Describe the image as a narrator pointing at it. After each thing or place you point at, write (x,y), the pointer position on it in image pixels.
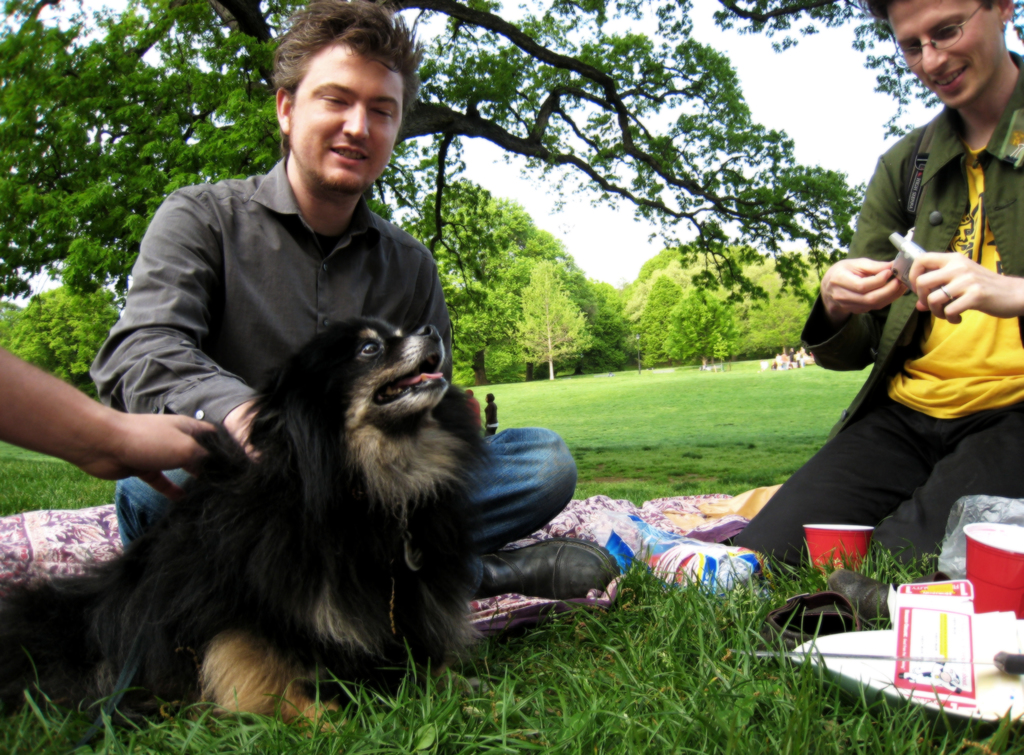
There are two people (287,282) sitting. One person (881,301) is holding an object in his hand (940,276). This is a dog (362,575) which is black in color. At the left corner of the image (97,410) I can see person hand (7,407). There are two glasses (830,542) and white color object (860,669) placed on the grass (868,709). I think these are a pair of shoes (826,608). This is a blanket (608,511). At background (798,350) I can see few people (788,359) standing. These are the trees (494,129).
